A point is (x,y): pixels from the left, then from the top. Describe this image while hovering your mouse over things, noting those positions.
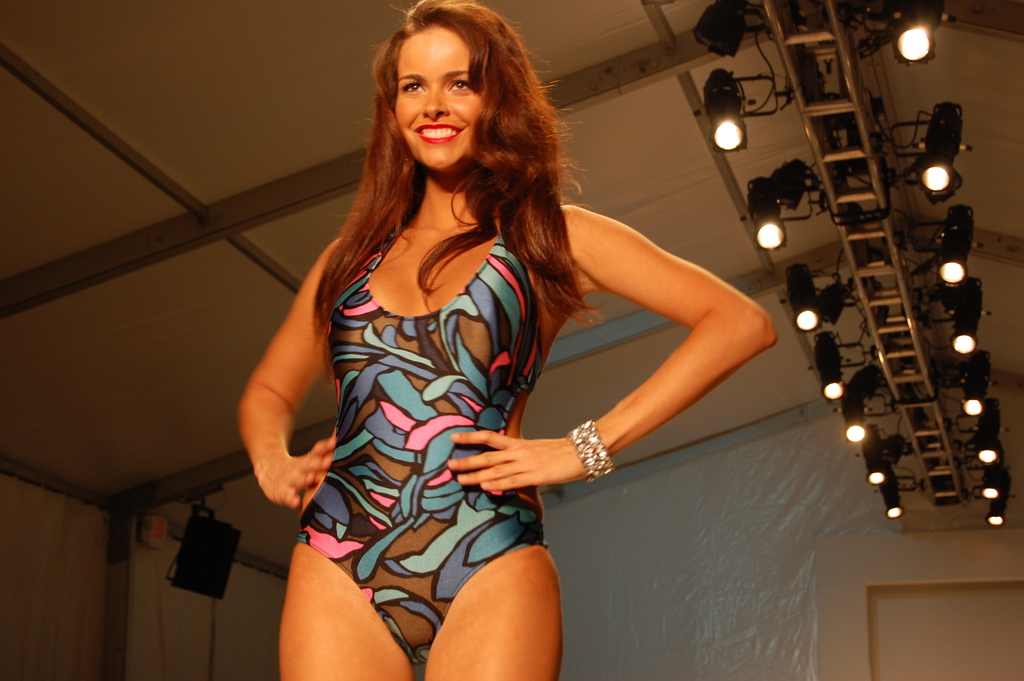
In this picture we can see a woman (402,594) smiling and at the back of her we can see the lights (801,180), speaker (192,552), walls (158,615) and some objects (164,533).
